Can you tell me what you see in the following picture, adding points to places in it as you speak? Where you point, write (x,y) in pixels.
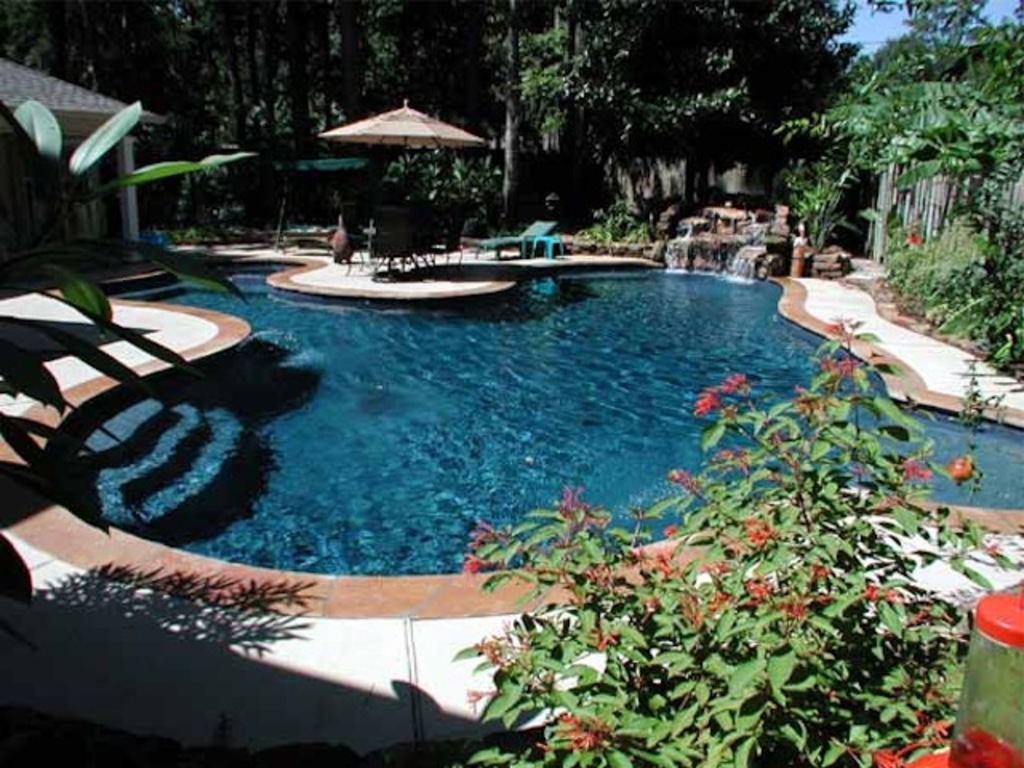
In this image we can see the pool (535,378), beach bed (484,245), chairs (423,221) and also an umbrella (402,116) for shelter. We can also see the roof (9,73) on the left (102,98). We can see the path (439,631), plants (805,503), trees (674,87), fence (917,217) and also the sky (872,36).
